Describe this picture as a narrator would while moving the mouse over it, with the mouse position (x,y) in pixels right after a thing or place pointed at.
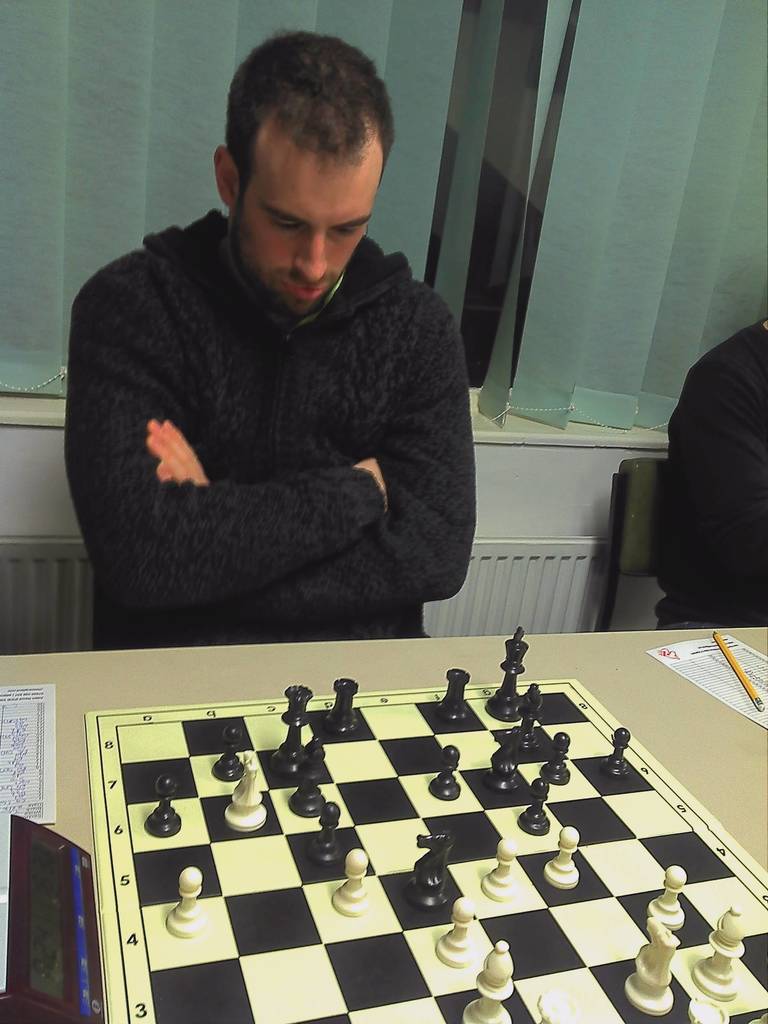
The image consists of a man (297,483) with a chess (305,801) in front (540,796) on a table (710,780), behind him there is window (510,161) with curtain (132,97).
